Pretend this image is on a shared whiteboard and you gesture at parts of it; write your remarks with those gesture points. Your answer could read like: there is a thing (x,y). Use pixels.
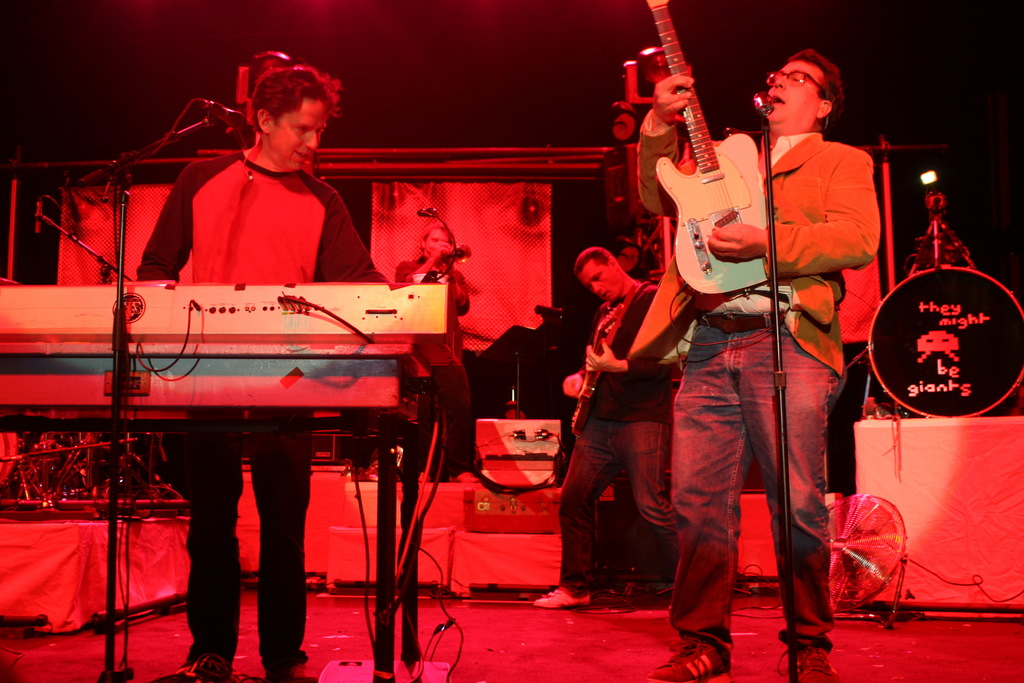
As we can see in the image, there are four people (309,268). The man (272,272) on the left side (255,349) are playing musical keyboard (215,298) and these two people (706,332) are holding guitars (748,218) in their hands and one is singing song on mic (763,105).
